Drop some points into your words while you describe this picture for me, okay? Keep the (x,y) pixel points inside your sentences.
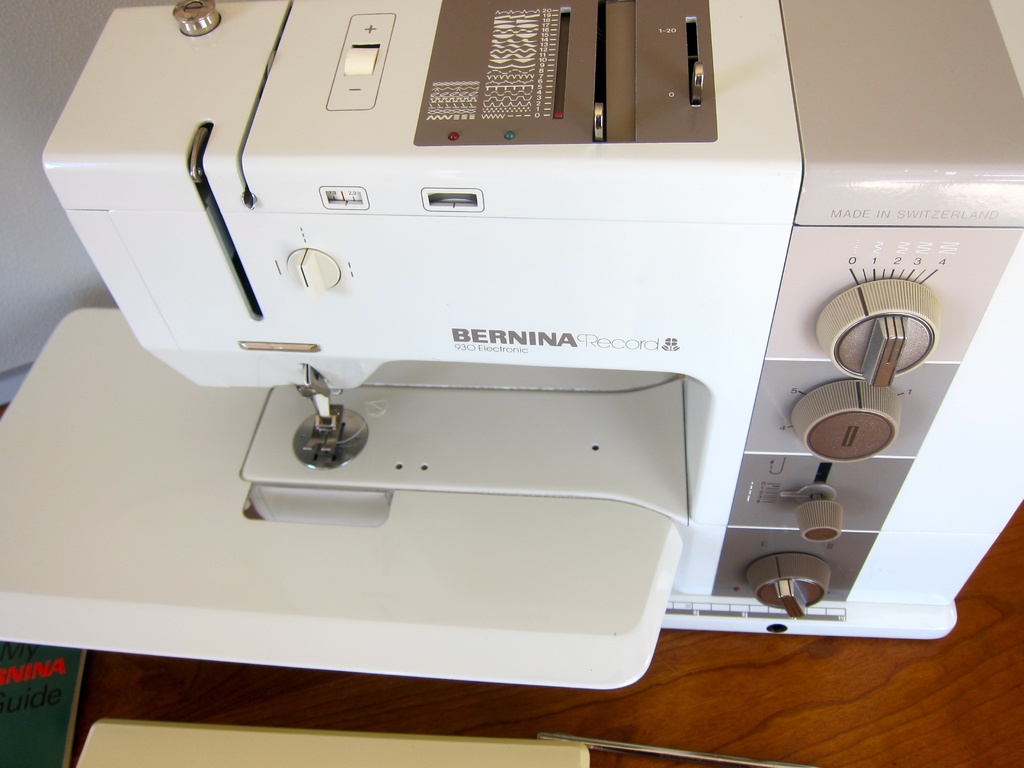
In this image, I can see a sewing machine (518,655), which is white in color. These are the regulators (846,307) and a needle (327,426), which are attached to the sewing machine (415,396). I can see few objects (259,741) placed on the wooden board (758,725).
